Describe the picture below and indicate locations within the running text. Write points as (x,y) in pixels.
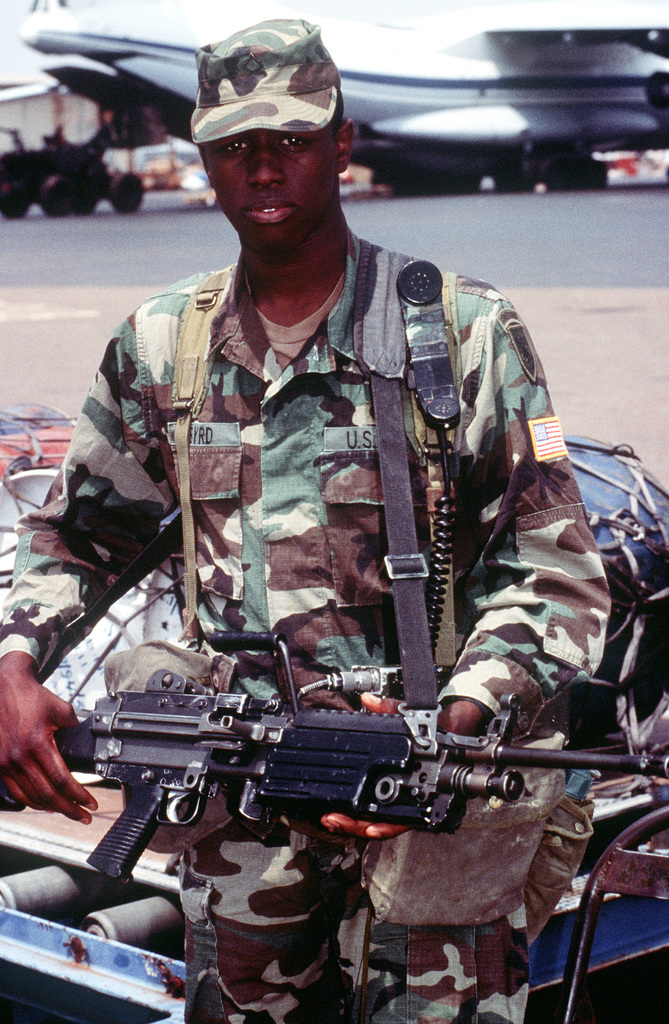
In this image we can see a soldier (263,971) holding a gun (200,805) and standing and we can see some objects (99,909) behind him. In the background (569,156), we can see an aircraft (553,156) and some other vehicle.
